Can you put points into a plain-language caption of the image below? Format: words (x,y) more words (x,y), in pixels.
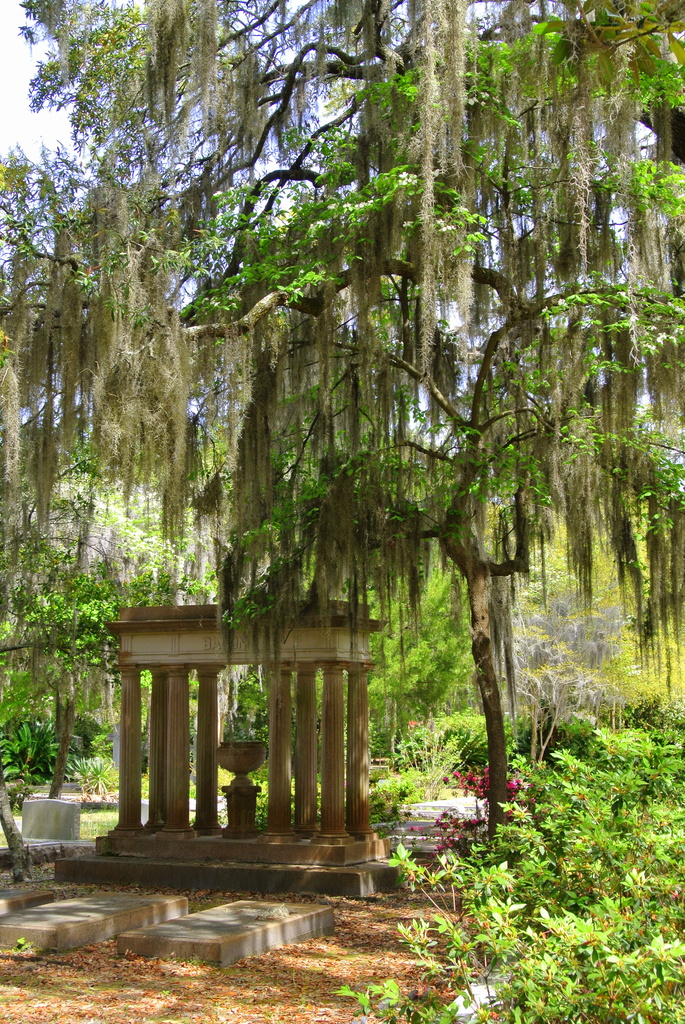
In the center of the image (389,427) we can see the sky (121,132), clouds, trees (630,702), plants (642,835), stones (31,901), pillars (297,748), one outdoor structure (323,636), one pot (244,745) and a few other objects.
